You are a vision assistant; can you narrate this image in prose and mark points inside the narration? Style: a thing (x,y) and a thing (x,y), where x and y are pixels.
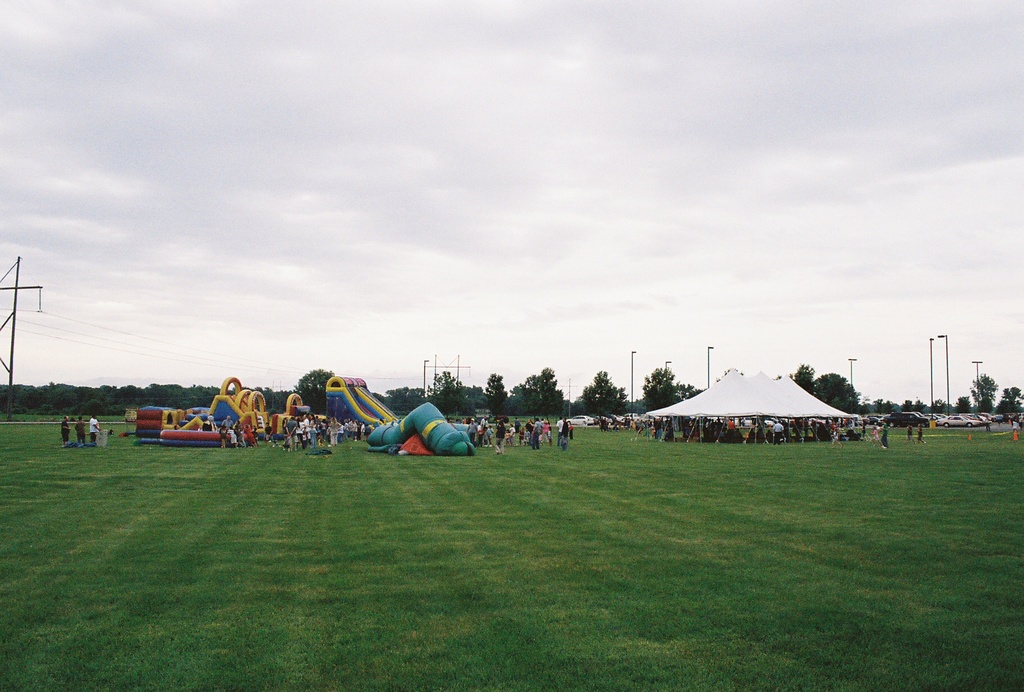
Sky (623,209) is cloudy. Land (548,569) is covered with grass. Far there are people (541,440), tent (783,406), light poles (631,366), vehicles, trees (650,393) and Inflatables (401,422).
